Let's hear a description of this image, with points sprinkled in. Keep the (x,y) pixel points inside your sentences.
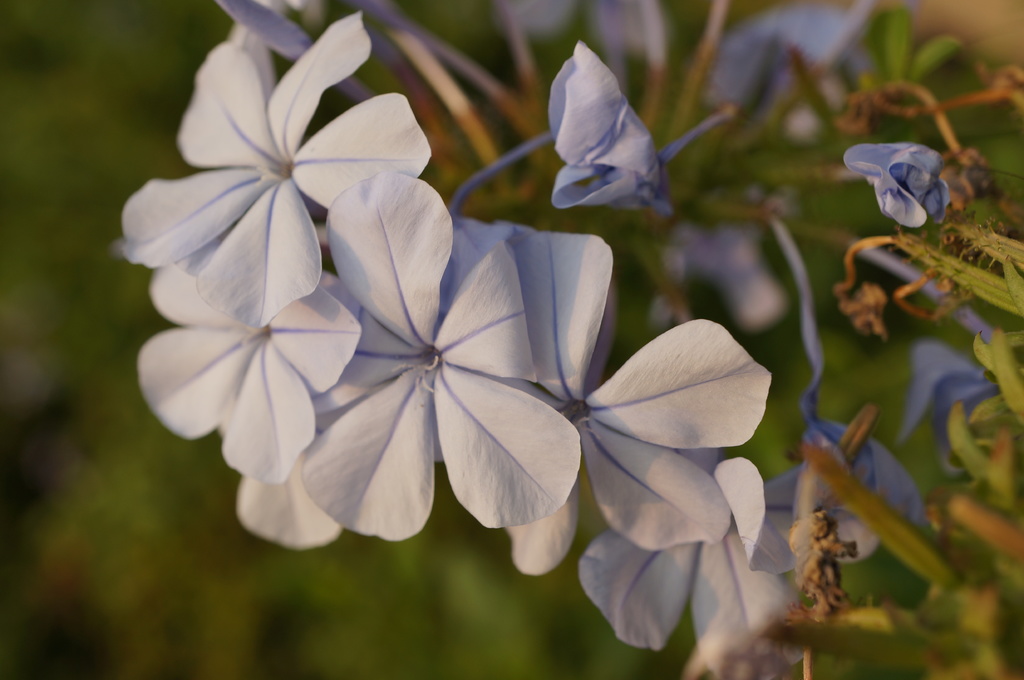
In this image there is a plant (718,83) with white color flowers (448,309), and there is blur background (193,612).
